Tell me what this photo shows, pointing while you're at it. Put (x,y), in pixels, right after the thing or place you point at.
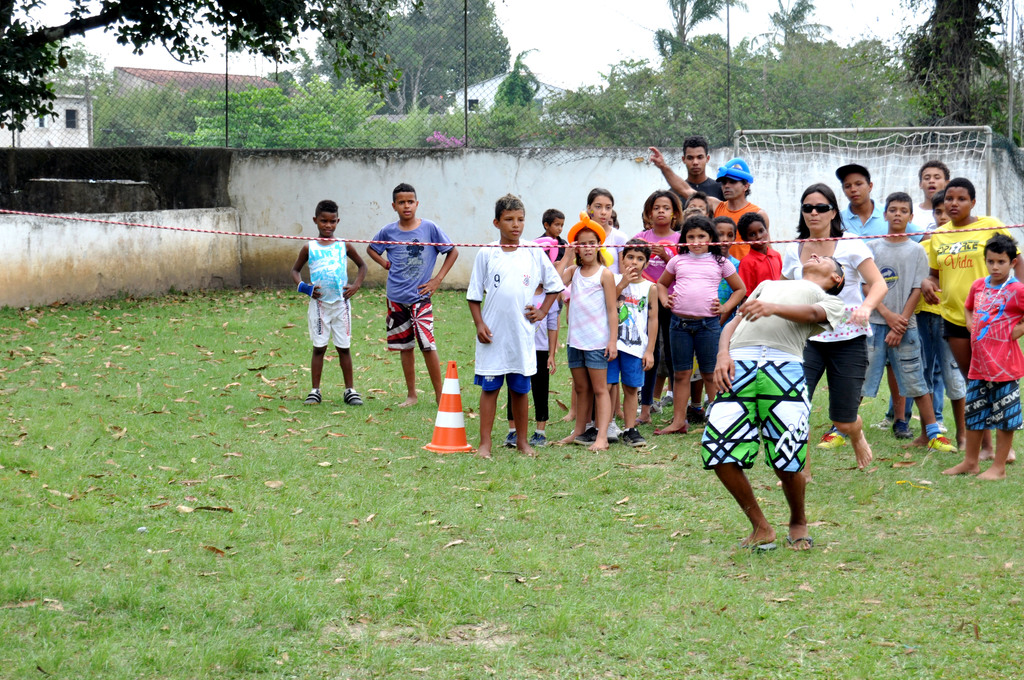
In the center of the image (548,337) group of people (728,267) are standing. In the middle of the image (457,412) there is a rope (888,238) and divider cone (457,428) are present. In the background of the image (460,154) we can see a wall (475,166), mesh (422,127) trees (318,92) and houses (64,117) are present. At the top of the image (618,33) sky (630,38) is there. At the bottom of the image (579,595) grass (564,601) is present.
